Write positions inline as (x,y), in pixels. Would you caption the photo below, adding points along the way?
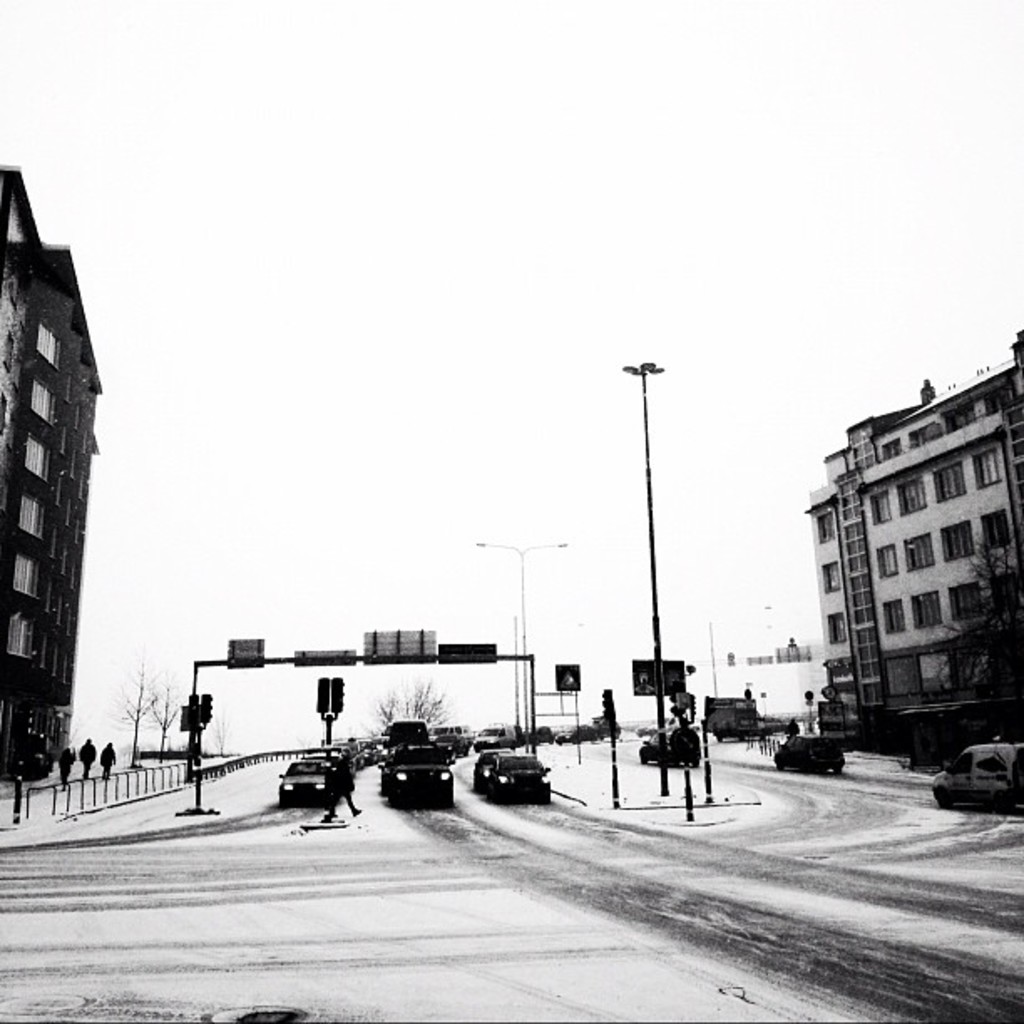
In this image, we can see few vehicles (536,770) are on the roads (948,941). Here we can see traffic signals (197,722), poles (533,715), lights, boards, buildings (1022,740), tree (995,626). Here there are few people (65,777). Background (373,343) there is a sky (357,419).
